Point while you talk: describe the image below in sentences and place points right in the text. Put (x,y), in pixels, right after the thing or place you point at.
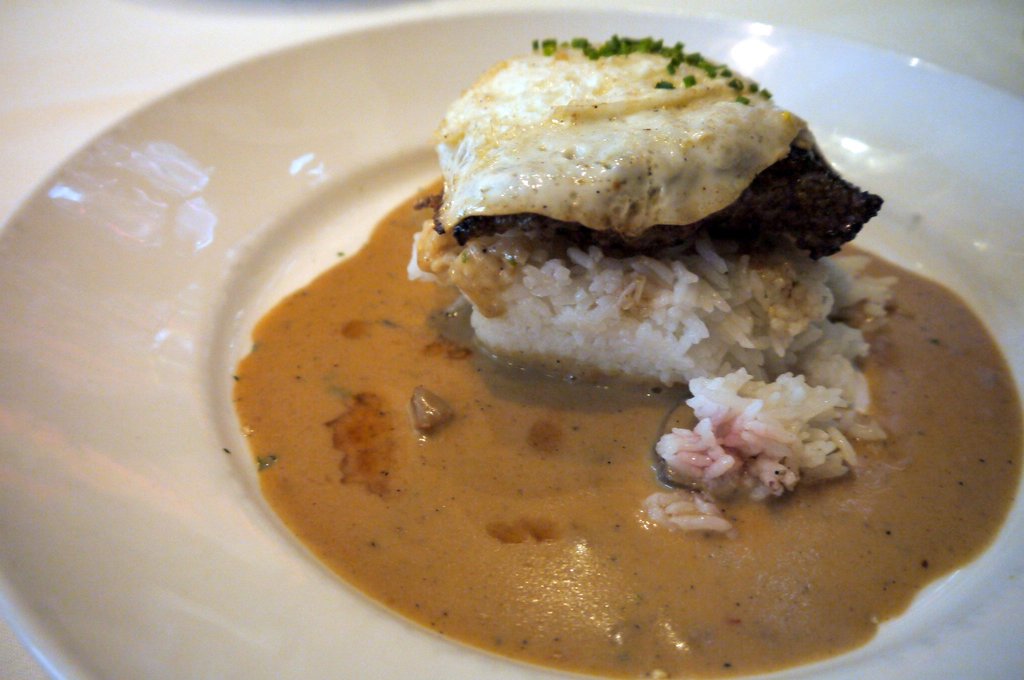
In this picture, we can see a white plate (165,556) on an object (19,669) and on the plate (169,572) there is rice (636,367), omelette (663,214) and some other ingredients (482,276).
